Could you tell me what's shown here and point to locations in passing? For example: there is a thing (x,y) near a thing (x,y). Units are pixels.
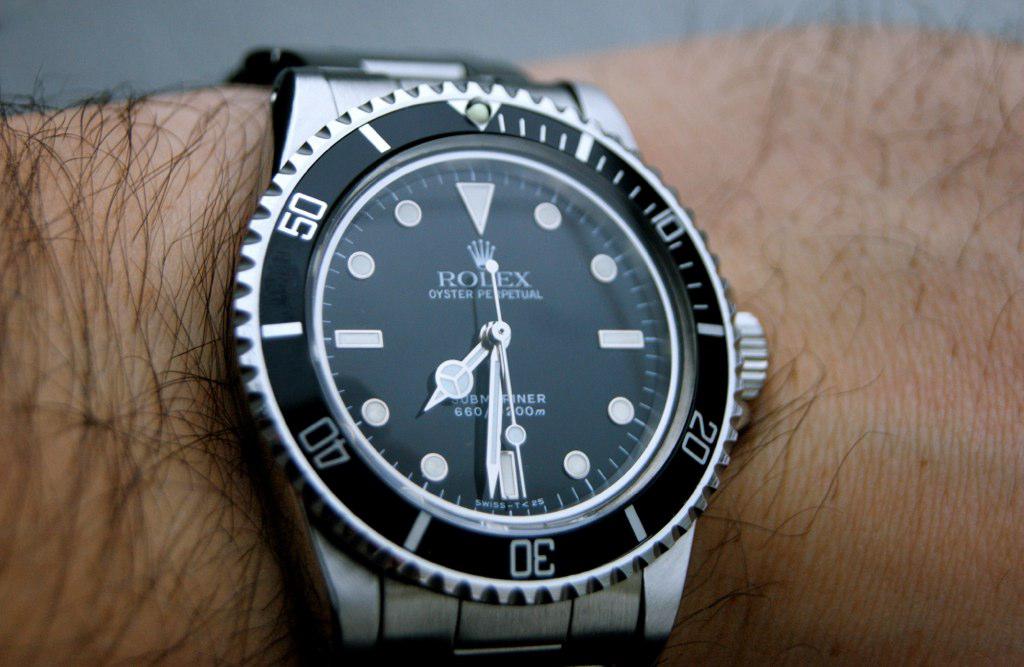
In this image a person's hand (941,312) is visible. He is wearing a watch (544,414).
